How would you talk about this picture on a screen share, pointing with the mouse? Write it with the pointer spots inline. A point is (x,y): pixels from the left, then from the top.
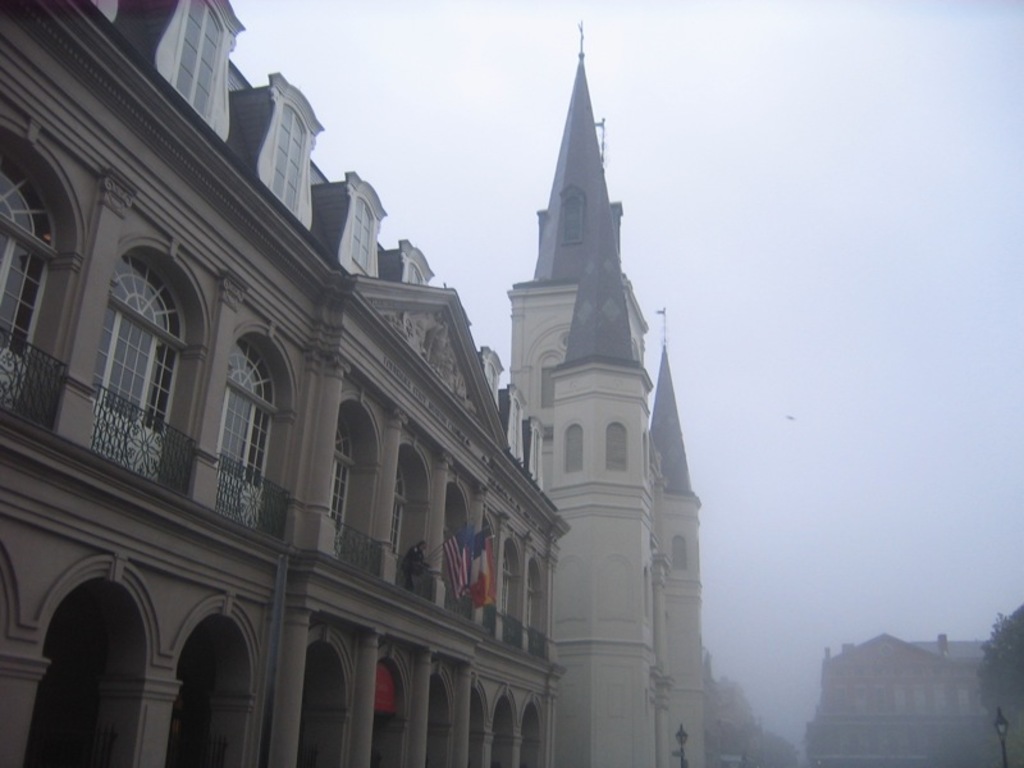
In the image we can see a building (227,374) and these are the windows (174,361) of the building (391,388). We can even see there are flags of the country (472,557), tree (1010,662) and a sky (870,495).
